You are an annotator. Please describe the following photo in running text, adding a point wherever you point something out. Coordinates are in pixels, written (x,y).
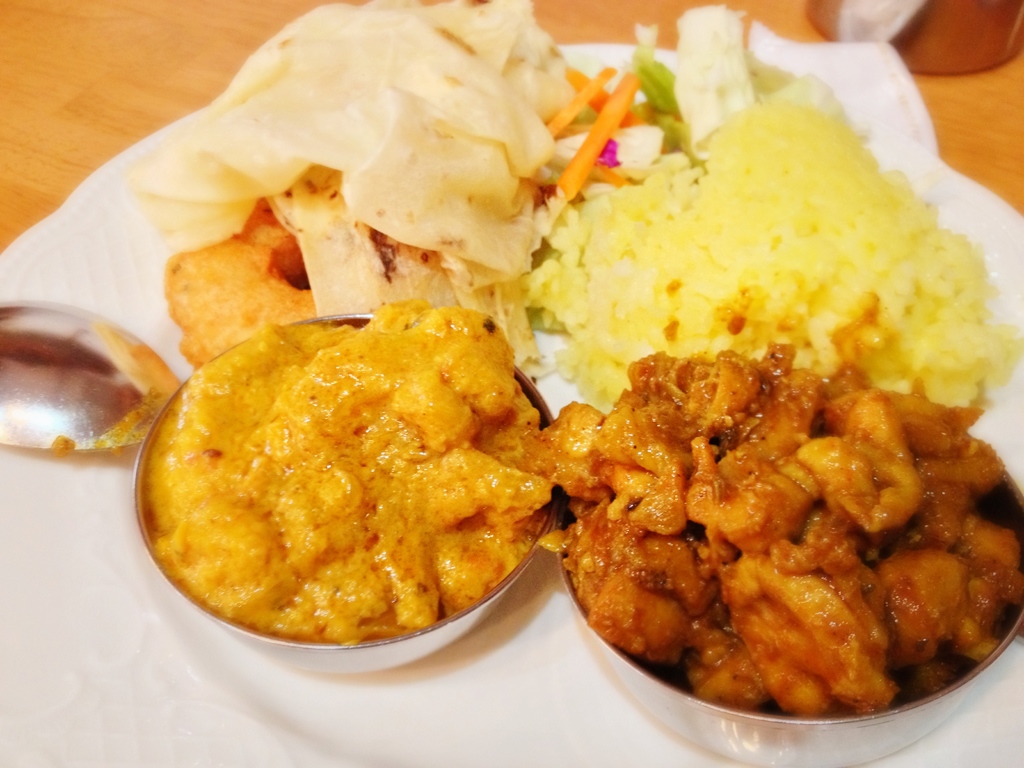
In this picture we can see there are bowls (521,544), a spoon (110,443) and food (593,192) in a plate (407,712) and the plate (98,296) is on a wooden surface (132,110). In the bowls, there are some food items (429,495). In the top right corner of the image (880,21), there is a steel object (946,34).
